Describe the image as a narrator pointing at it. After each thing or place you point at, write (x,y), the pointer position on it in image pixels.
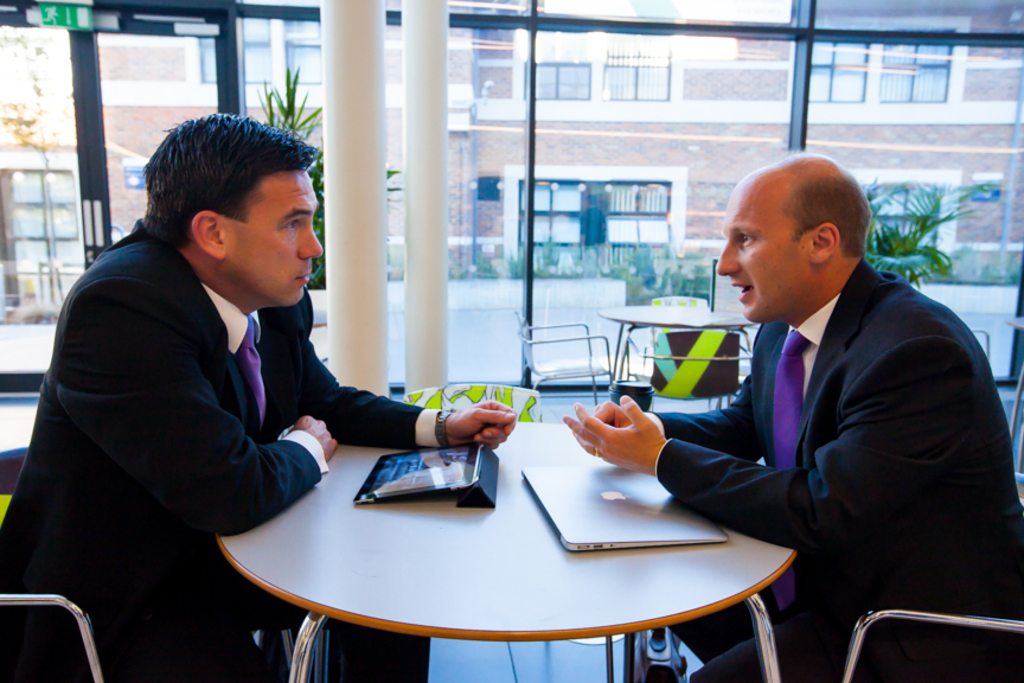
As we can see in the image, there are two persons (242,468) sitting on chair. On table (367,603) there is a tablet (408,465) and laptop (611,517). In the background (547,319) there is a road (551,320), red color building (583,146) and few plants (624,263).
